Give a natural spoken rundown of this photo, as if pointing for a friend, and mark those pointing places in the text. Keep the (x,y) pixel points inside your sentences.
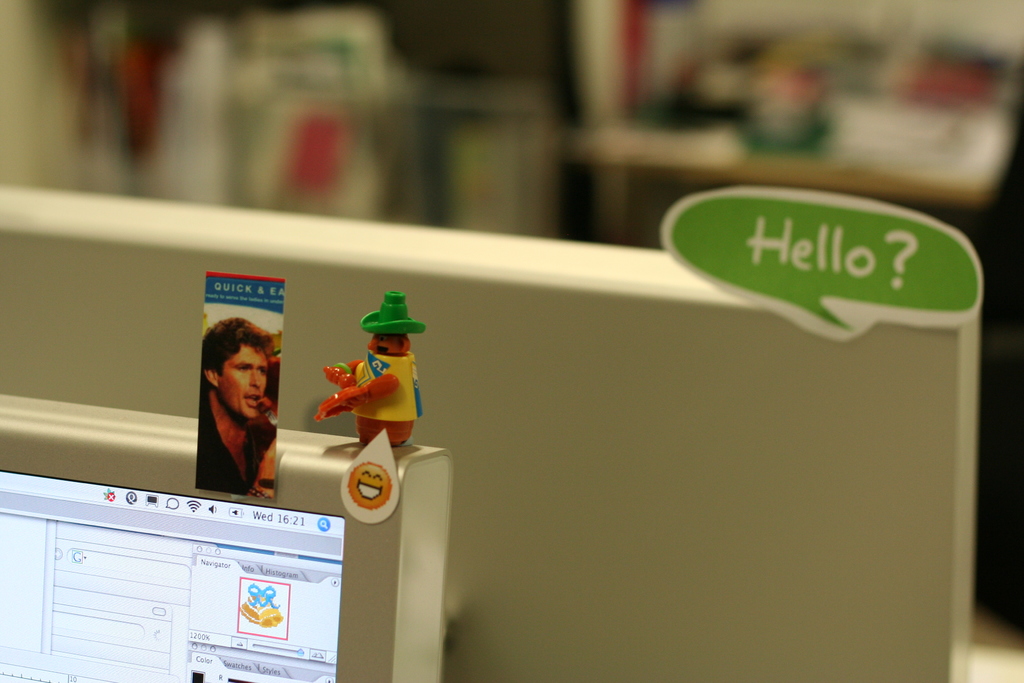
In the foreground of this image (378,369), there is a toy (373,394) and two stickers (384,488) to a monitor (289,613) at the bottom side of the image (249,472). Behind it, it seems like a desk (798,441) to which there is a poster (843,258) and the background (324,98) image is blur.
